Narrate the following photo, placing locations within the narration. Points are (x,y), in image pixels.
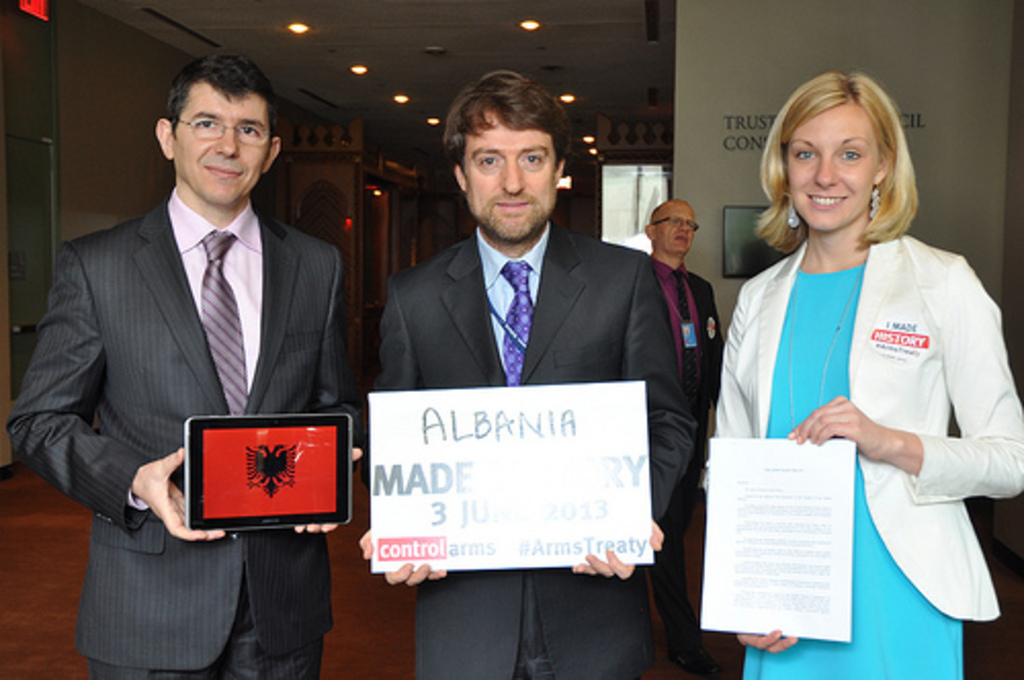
In the image we can see there are people (60,396) standing in front (172,355) and holding paper (829,510), banner (466,502) and tablet (310,507) in their hand (147,463). Men (145,475) are wearing formal suits (574,345) and behind there is another man (682,326) standing and he is wearing id card (695,332) in his neck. There are lightings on the top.
